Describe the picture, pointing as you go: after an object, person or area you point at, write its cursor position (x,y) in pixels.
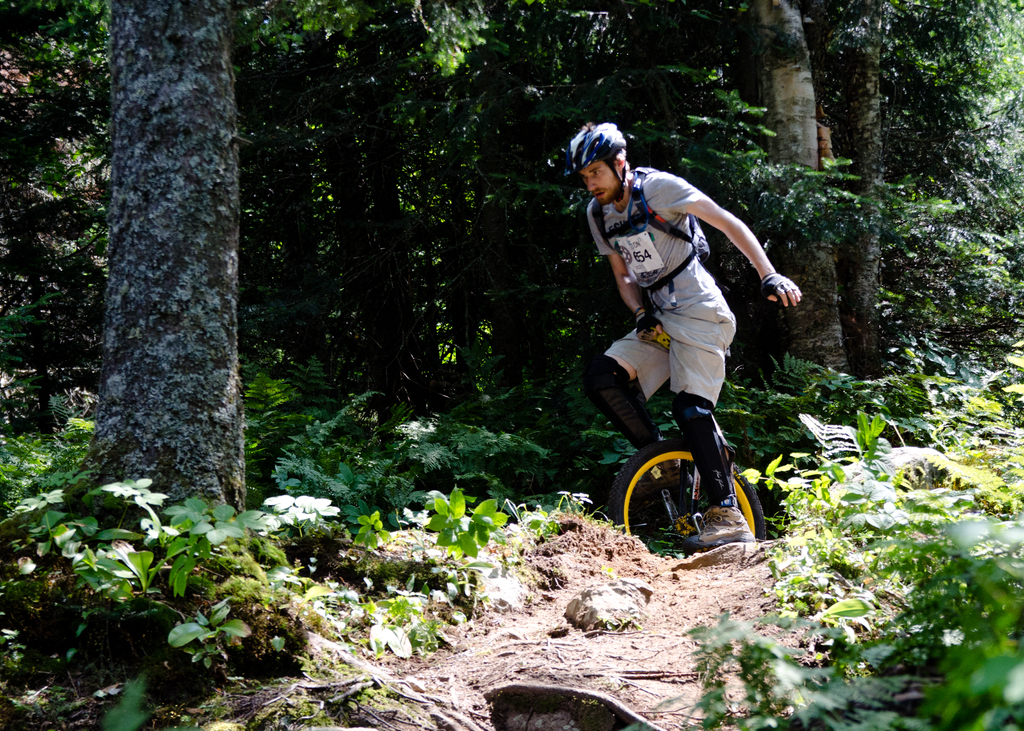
In this image we can see a person (630,211) wearing a helmet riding a unicycle (693,531). We can also see the bark (135,267) of a tree (170,387), some plants (461,537) and a group of trees (475,246).
